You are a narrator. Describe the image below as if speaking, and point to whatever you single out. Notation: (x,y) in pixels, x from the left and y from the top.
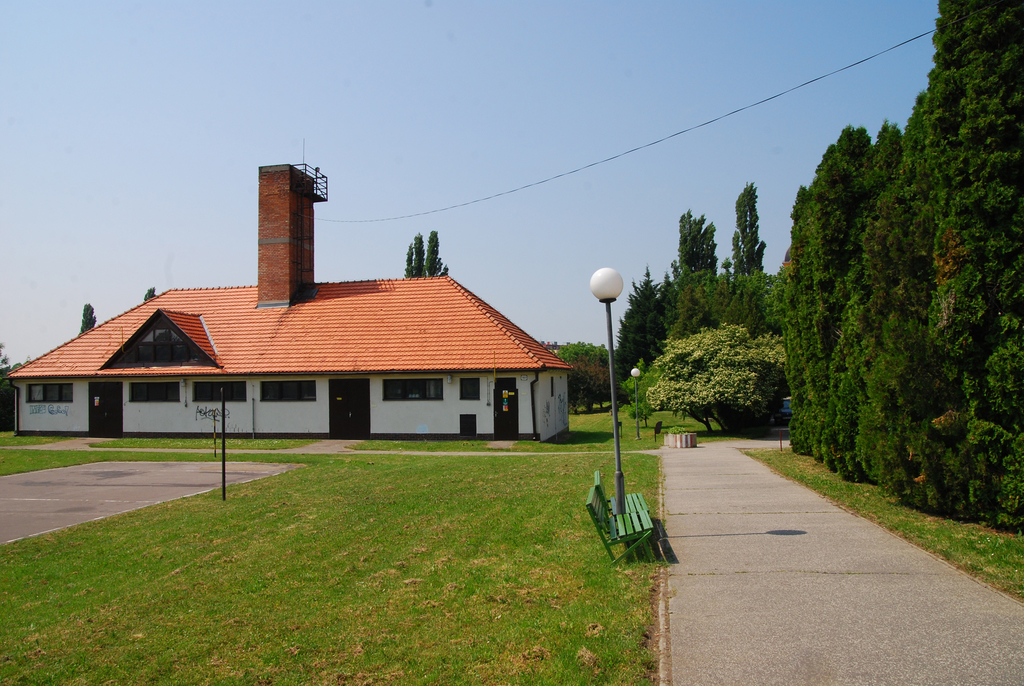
In this picture there is a house (201,369) on the left side of the image (300,218) and there is grass land (577,507) at the bottom side of the image (366,579) and there are trees (952,130) on the right side of the image (941,261), there is a pole (596,288) and a bench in the image.
